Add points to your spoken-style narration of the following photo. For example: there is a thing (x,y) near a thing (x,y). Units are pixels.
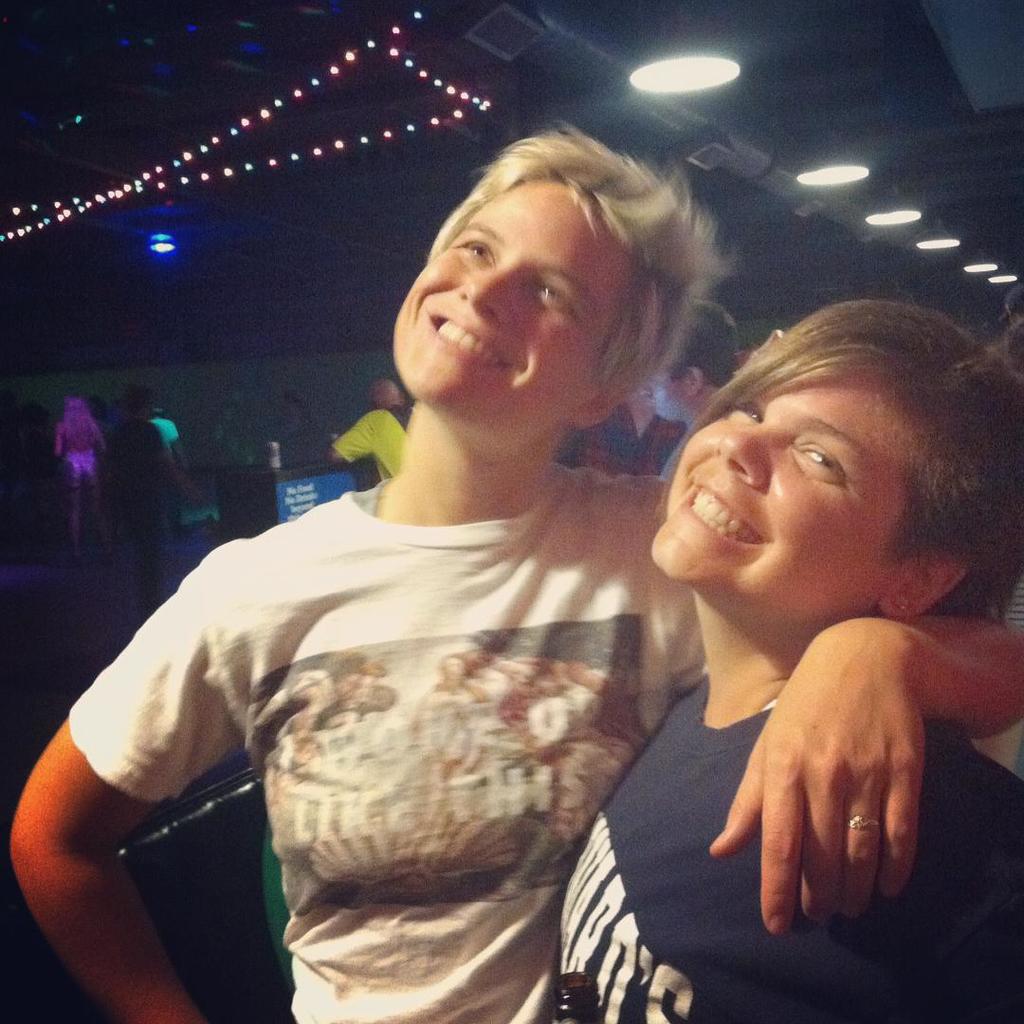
In this image we can see two persons (667,645) smiling. In the background (314,440) there are many people (671,393). Also there are lights (464,118) on the ceiling (584,98).
